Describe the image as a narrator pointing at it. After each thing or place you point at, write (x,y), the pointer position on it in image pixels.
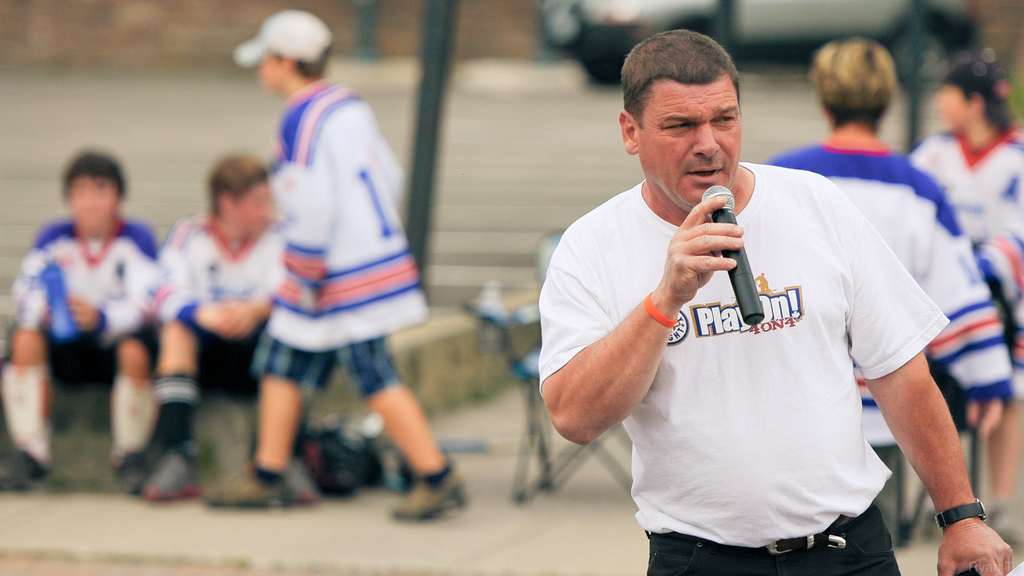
In this picture we can see a person (725,499) holding a mic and in the background (401,307) we can see people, vehicle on the road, rod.
